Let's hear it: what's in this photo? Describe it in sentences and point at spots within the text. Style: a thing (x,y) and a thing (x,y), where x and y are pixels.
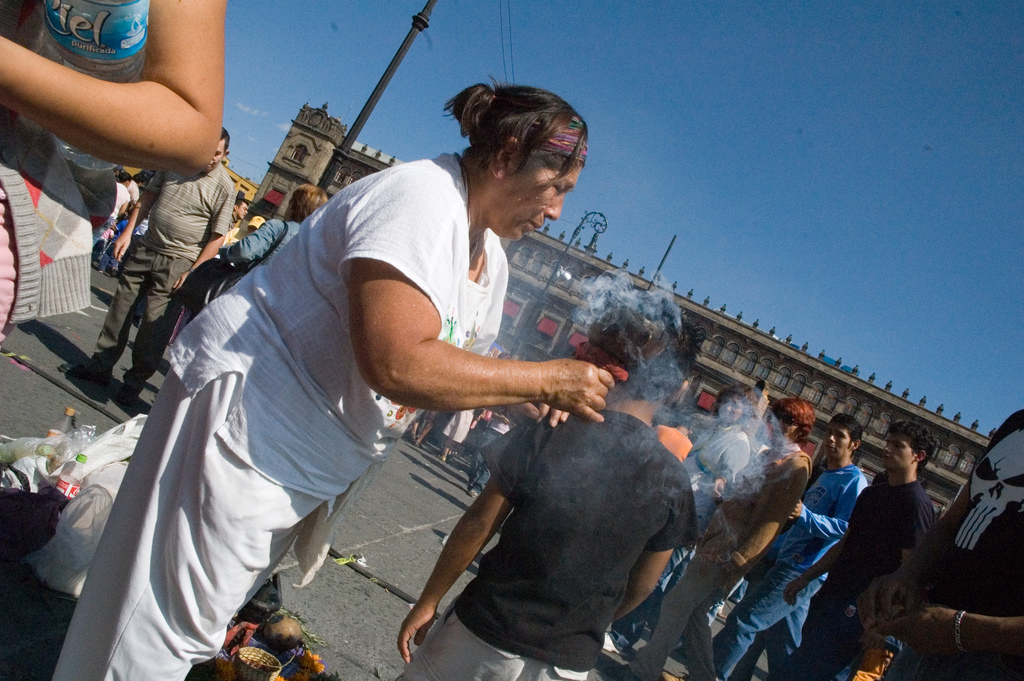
This picture consists of building (611,266), in front of building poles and persons (127,213) visible, in the foreground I can see a woman (384,350) holding an object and I can see there are bottles (63,477) and covers (55,470) kept on road (298,592) on the left side (16,454), at the top (785,75) I can see the sky (800,75).
